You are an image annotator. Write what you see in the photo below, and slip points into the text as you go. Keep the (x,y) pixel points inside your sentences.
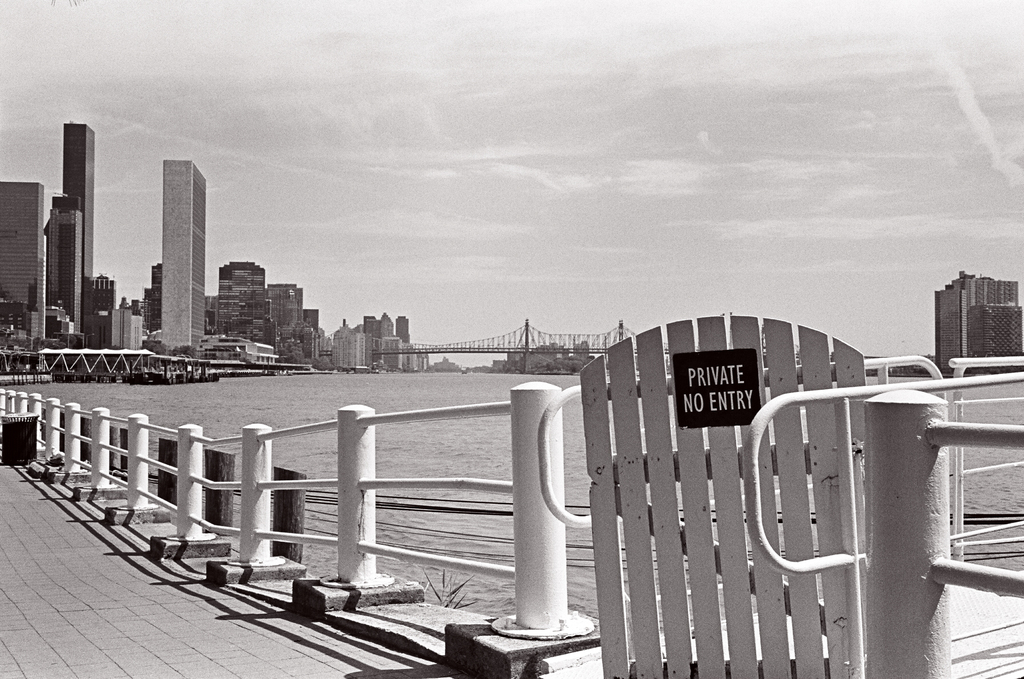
In this image we can see a road (224,624) with railing (330,541). Also we can see a gate (725,441). On the gate (709,601) there is a board (700,395) with some text (694,383). Near to that there is water (348,385). In the back (948,350) there are buildings (962,349). And there is sky (605,106) with clouds (652,85).
